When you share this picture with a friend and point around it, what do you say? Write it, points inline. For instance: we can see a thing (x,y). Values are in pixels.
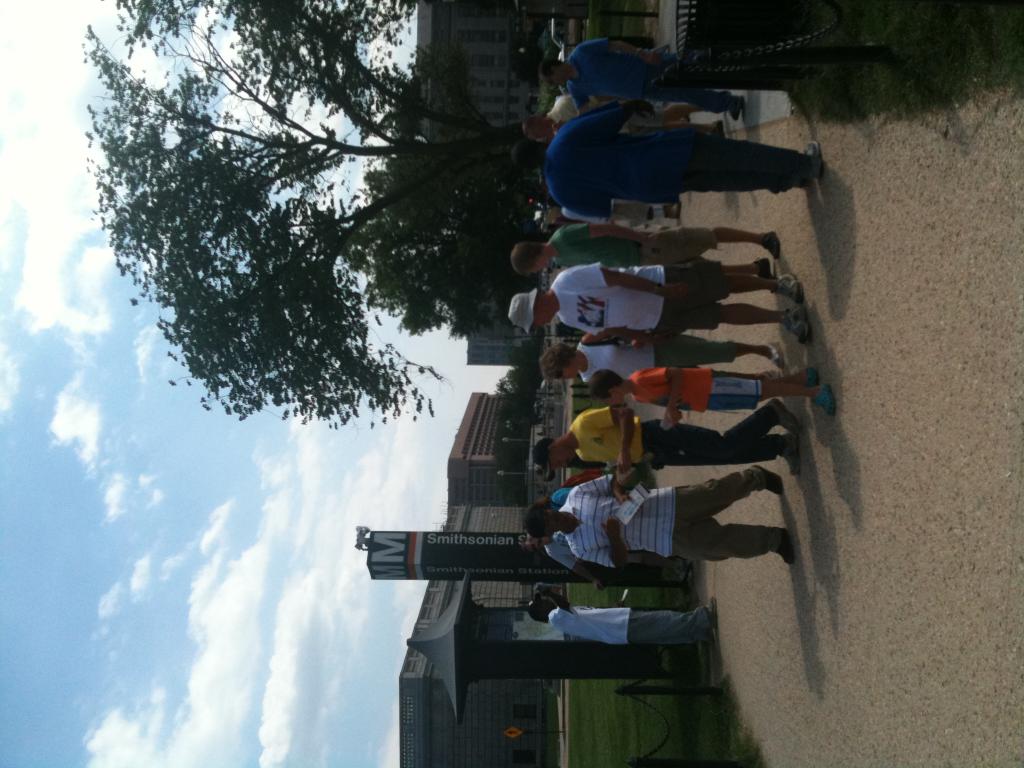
In this picture we can see a group of people (824,385) on the road (768,571) and in the background (535,331) we can see buildings (476,355), trees (436,373), sky (463,362).
